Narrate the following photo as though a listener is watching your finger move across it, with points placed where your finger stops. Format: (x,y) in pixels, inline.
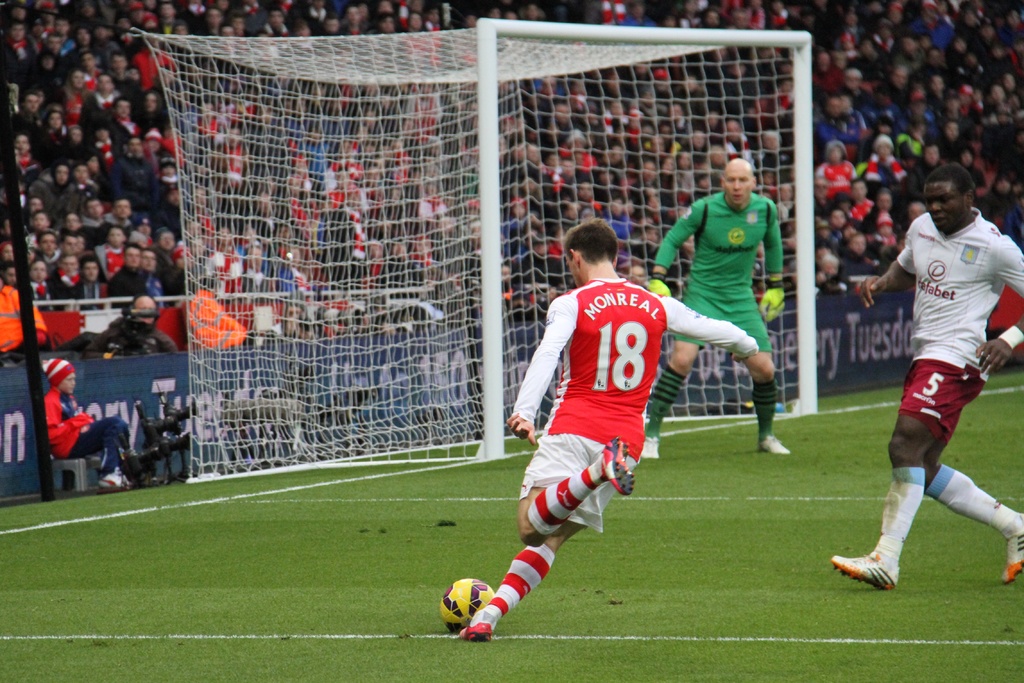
This image is clicked in a ground (990,558) where there is net (376,301) in the middle (376,315) and three people (624,387) are playing game. The one who is in the middle (635,330) is trying to kick the ball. The ball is in yellow color. There are so many people (133,221) sitting in the Auditorium (558,241) and watching the match.
